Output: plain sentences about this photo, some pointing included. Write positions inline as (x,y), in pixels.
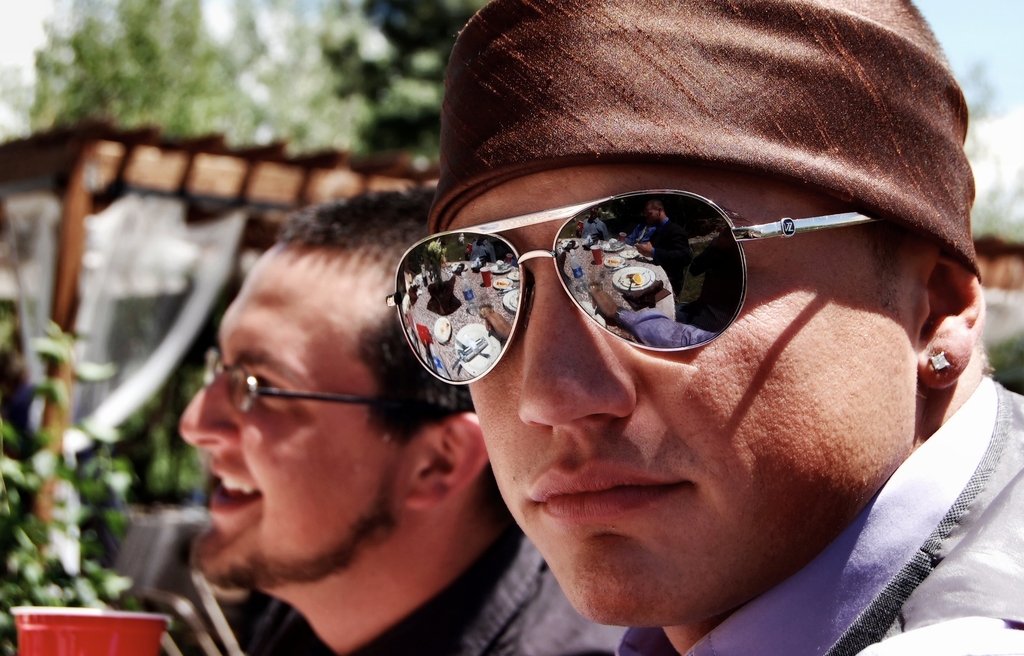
Here I can see a person (660,361) wearing goggles (567,289), headband (588,108) and looking at the picture. Beside him there is another man (332,434) smiling by looking at the left side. In the background (181,138) there is a shed (57,156) and many trees (175,80). In the bottom left-hand corner (72,634) there is a glass (65,637).
